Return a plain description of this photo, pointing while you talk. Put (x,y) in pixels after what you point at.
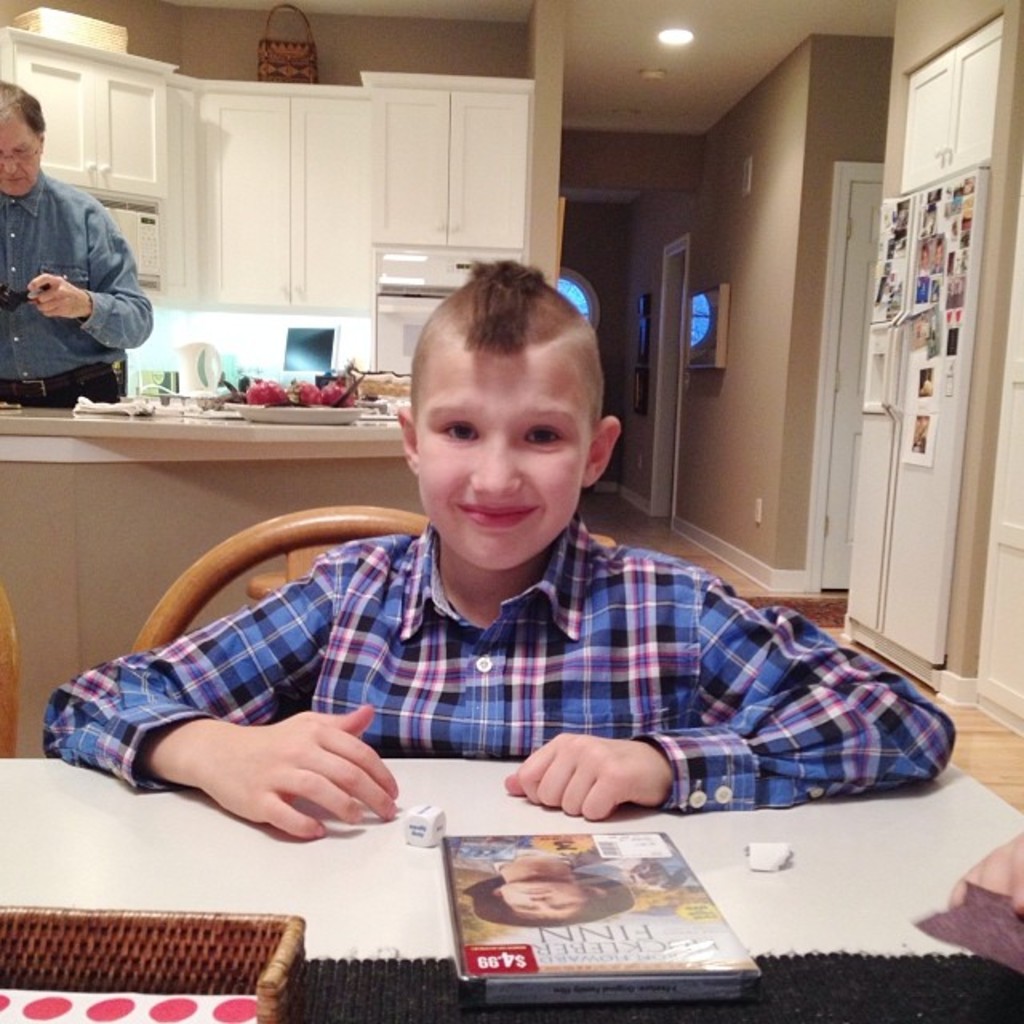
On the background of the picture (740,233) we can see a wall (768,375) and a cupboard (460,183) in white colour. This is ceiling (682,50) and it's a light (685,34). Here we can see few photos (933,205) on the refrigerator (925,354). Here we can see one person (84,291) standing in front of a platform (238,441). In front of the picture we can see a boy (494,420) sitting on a chair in front of a table (768,936) where i can see a DVD case (585,957). this boy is holding a smile on his face (529,461).
